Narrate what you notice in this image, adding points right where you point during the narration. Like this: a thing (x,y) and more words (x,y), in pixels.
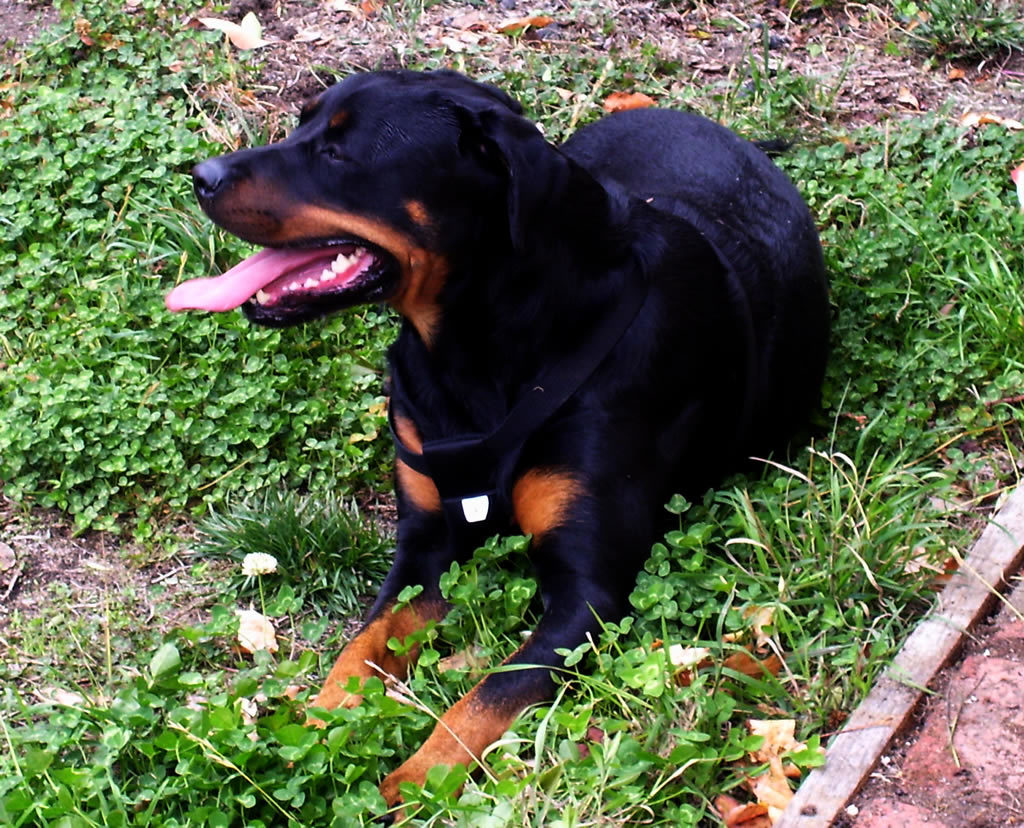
In this image we can see a dog (582,253) on the ground (371,544), there are few plants (154,409) and a wooden stick (915,665) on the ground (735,807).
